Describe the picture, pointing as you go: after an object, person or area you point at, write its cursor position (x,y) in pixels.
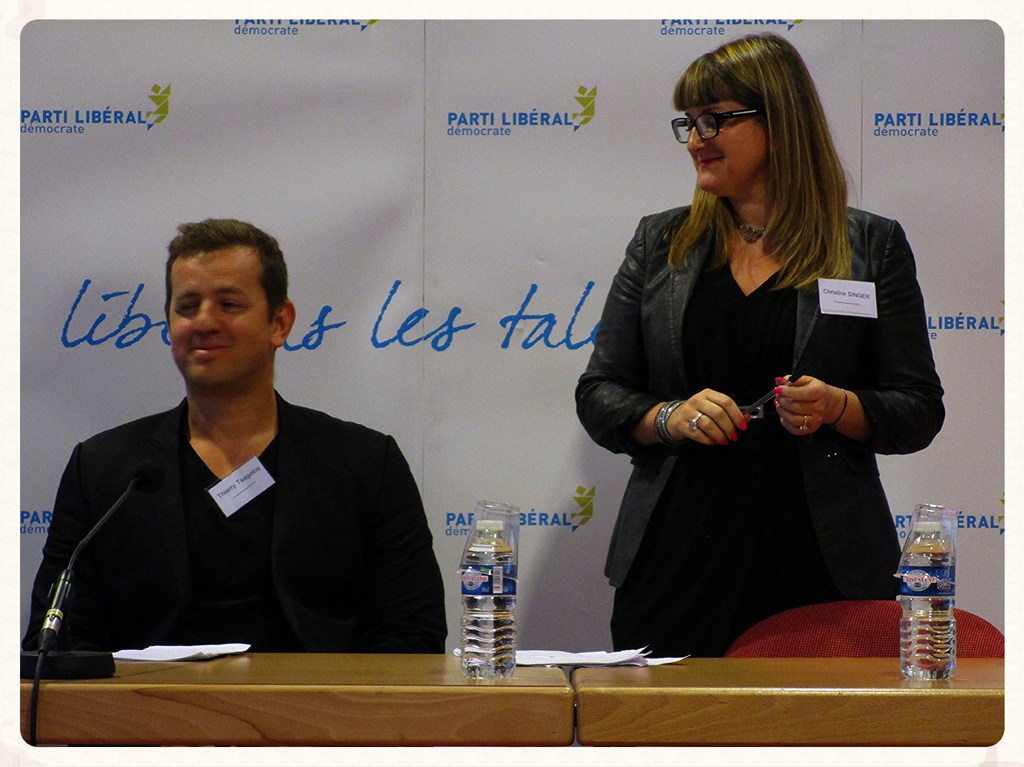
In this image in front (672,456) there are two persons (589,406). In front of them there is a table (665,702). There is a chair (845,630). On top of the table (544,666) there are water bottles (934,606), papers (182,650). There is a mike (97,665). In the background of the image (391,117) there is a banner (434,281).
